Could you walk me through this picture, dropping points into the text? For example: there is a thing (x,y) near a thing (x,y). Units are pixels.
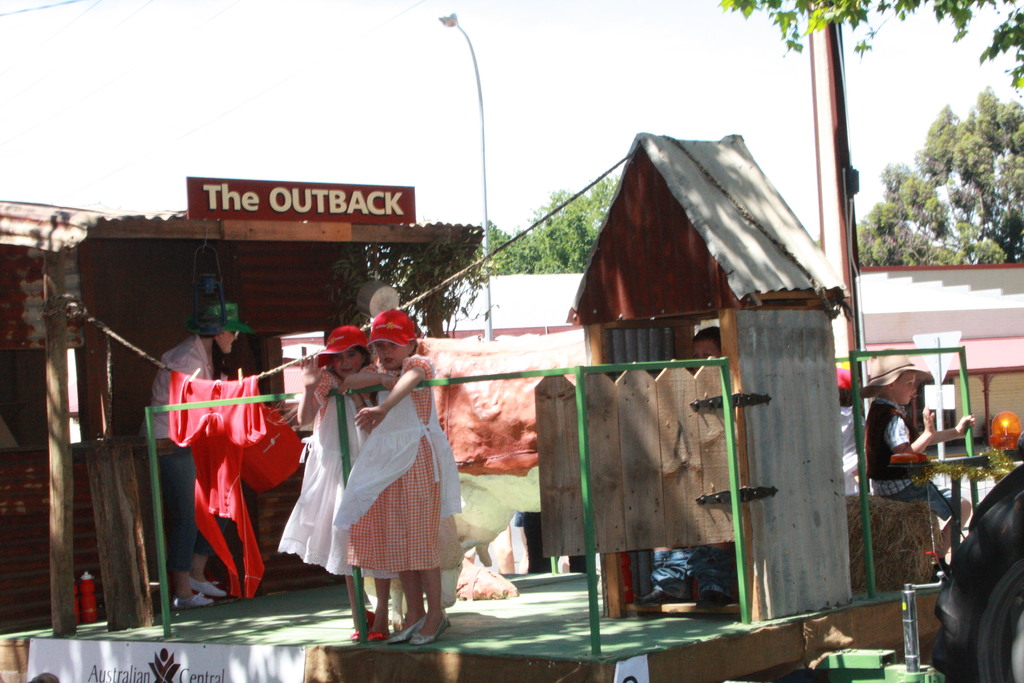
In the picture I can see two girls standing on the green color carpet (571,637), which is on the wooden floor (350,646). I can see a small house construction (691,264) on the right side (740,312). I can see a man (191,487) on the left side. I can see the Tyre (1007,571) on the bottom right side (964,570). I can see a boy (967,510) on the right side (942,499). In the background (978,384), I can see the house (910,324) and trees (978,121). It is looking like a light pole (477,73) at the top of the picture (483,140).
